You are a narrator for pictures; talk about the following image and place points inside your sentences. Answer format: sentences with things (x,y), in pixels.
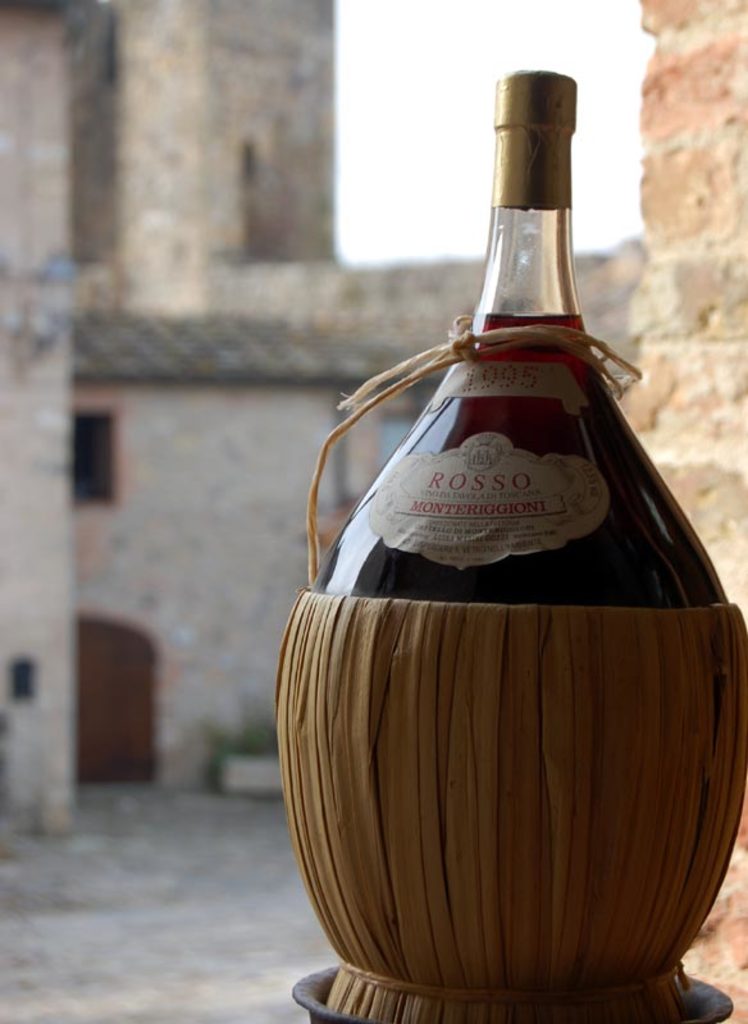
This picture shows a bottle (533,470) which is packed in a basket (500,735). In the background (221,582), there is a wall (201,448) and a sky (402,112) here.
